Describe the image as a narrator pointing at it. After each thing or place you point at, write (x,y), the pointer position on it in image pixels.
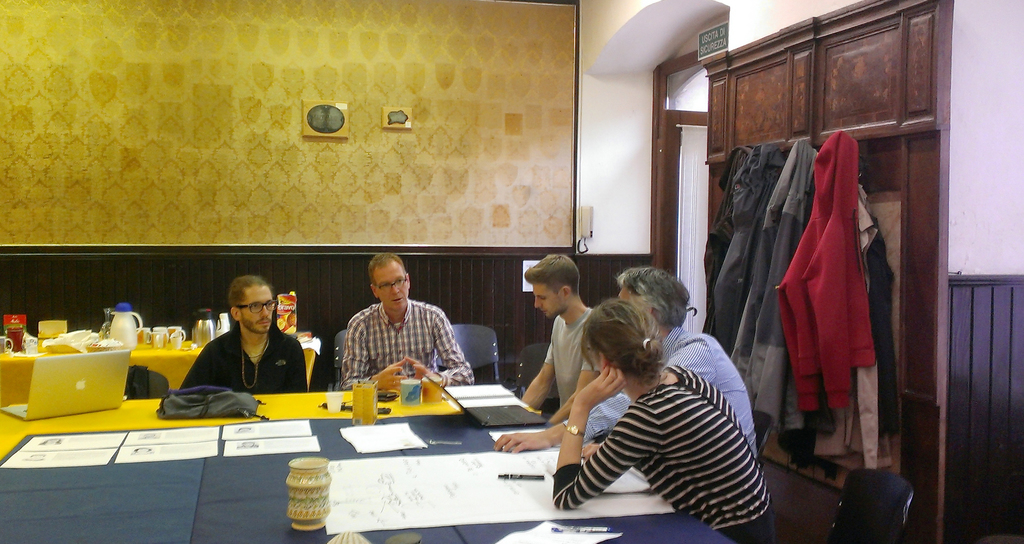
There are five members (357,345) sitting around a table (450,423). On the table (398,456) there are some accessories (361,443) along with a glasses (417,395) and laptop (481,410). Behind them there is a table (153,360) on which some jars (198,336) and glasses (149,342) were placed. And we can observe a wall (218,170) in the background (210,186).
